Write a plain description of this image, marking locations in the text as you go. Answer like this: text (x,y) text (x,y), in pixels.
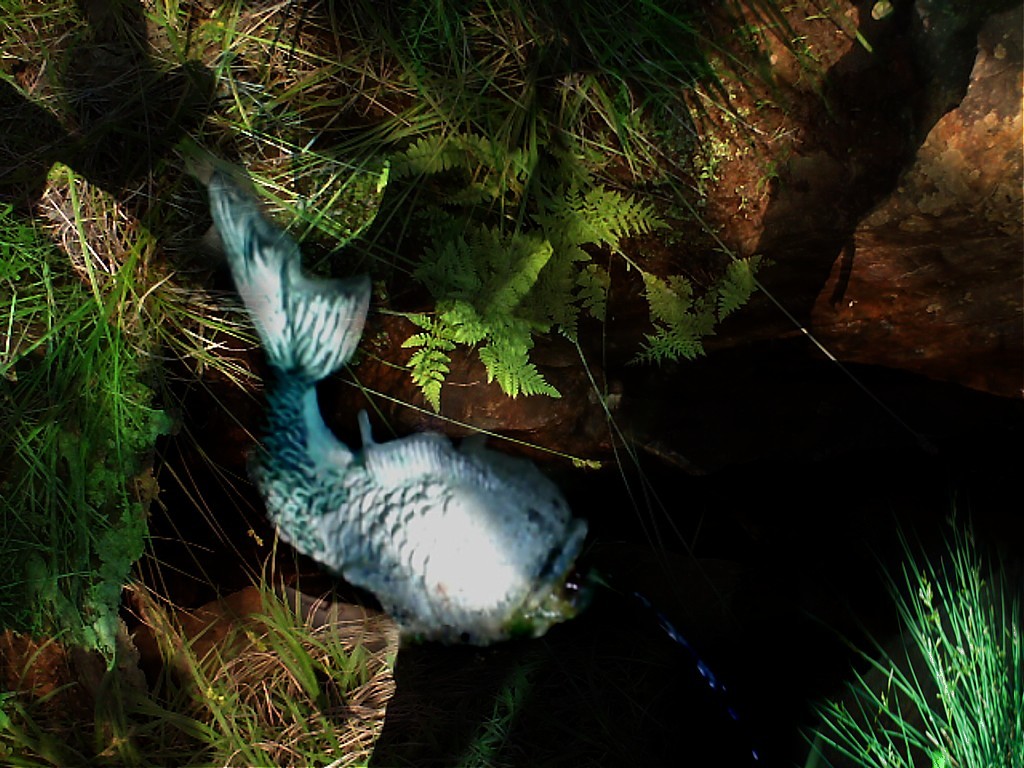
In this picture there is a statue (532,602) of a fish (470,581) and there are stones (911,265) and there are plants (15,348).
